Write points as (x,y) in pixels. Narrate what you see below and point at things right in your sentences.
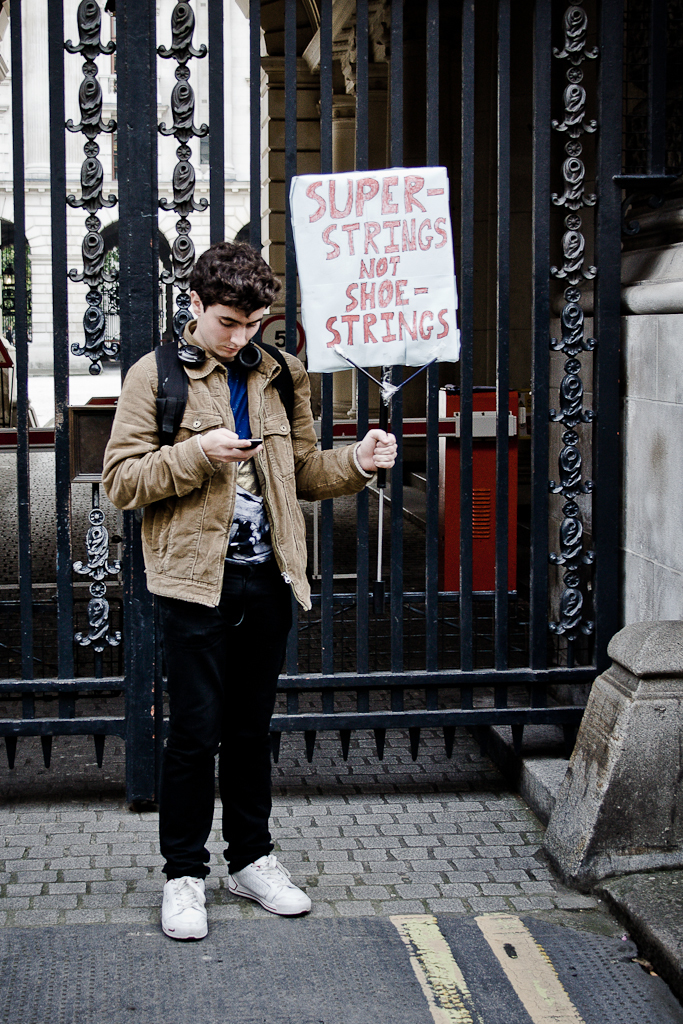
In the picture there is a man (156,539) standing in front of a gate (148,649) and holding some board (358,340) with his hand (372,465), he is operating mobile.
